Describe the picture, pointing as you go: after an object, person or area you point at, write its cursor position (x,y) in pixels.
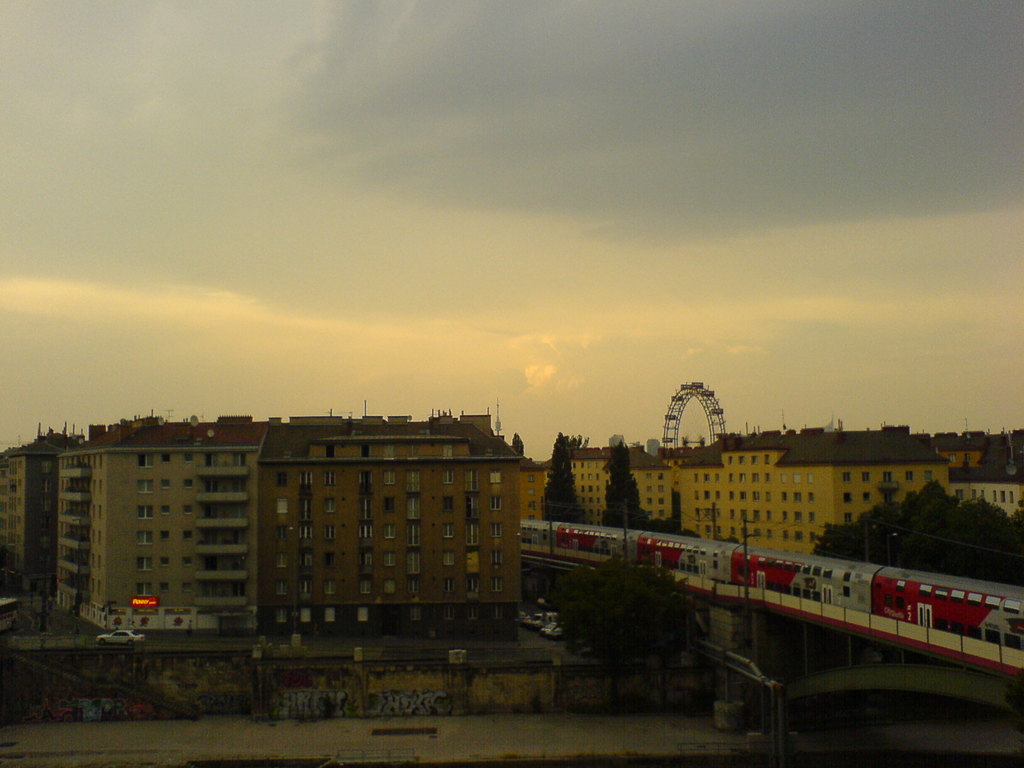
As we can see in the image there are buildings (526,495), trees (929,496), giant wheel (695,385), vehicles (555,626), train (617,551) and at the top (620,167) there is sky (421,186). The image is little dark.
